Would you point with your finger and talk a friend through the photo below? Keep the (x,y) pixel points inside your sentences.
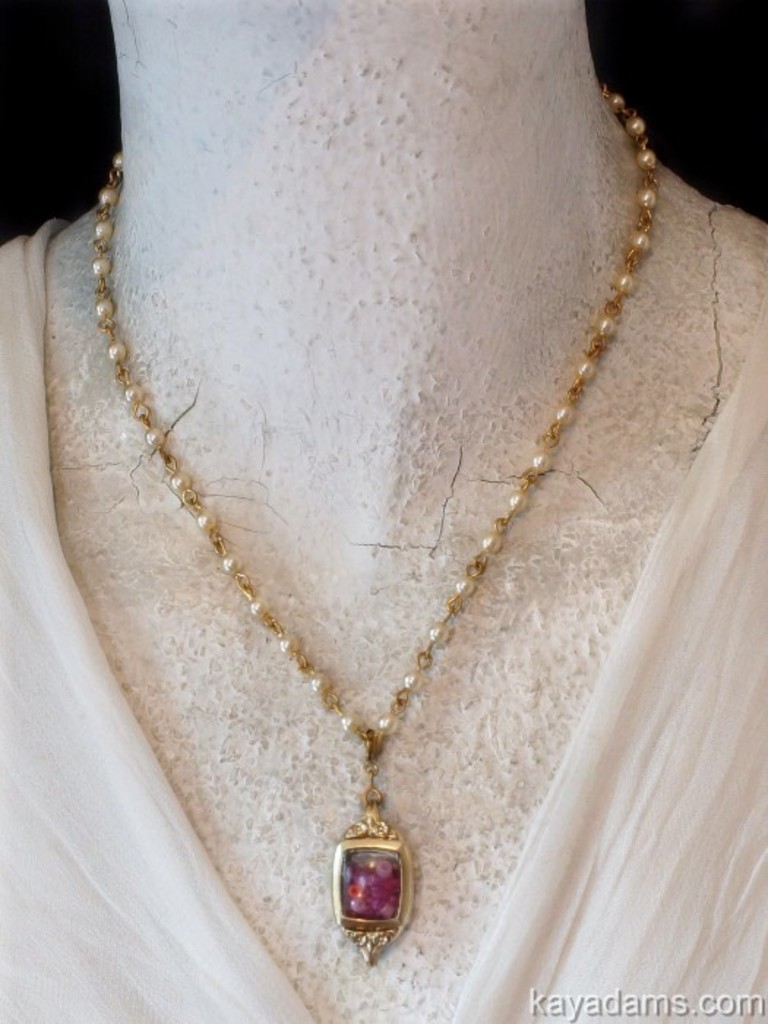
In this image we can see a necklace (342,718), and a dress (668,966) on the mannequin (319,725), also we can see the text (655,999) on the image.
